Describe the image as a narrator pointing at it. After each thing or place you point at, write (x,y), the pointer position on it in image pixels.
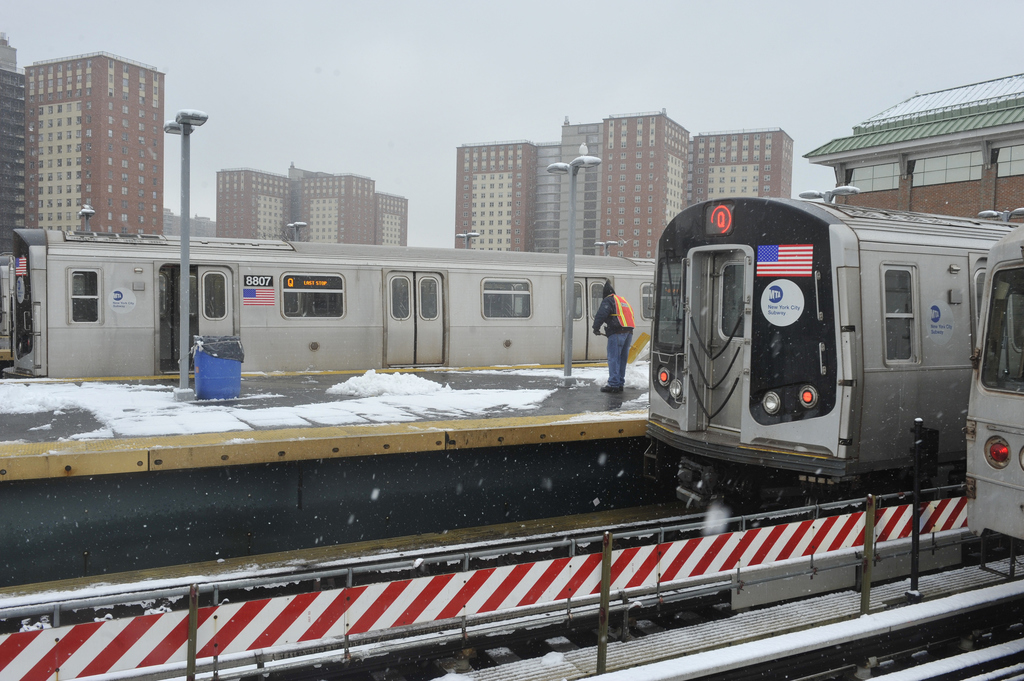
This is a picture of a city (592,330), where there is snowfall (551,394), there are trains (723,435) on the railway tracks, a person (620,339) standing on the platform (523,395), poles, lights (588,158), dustbins (201,344), buildings (285,181), sky (337,63).
